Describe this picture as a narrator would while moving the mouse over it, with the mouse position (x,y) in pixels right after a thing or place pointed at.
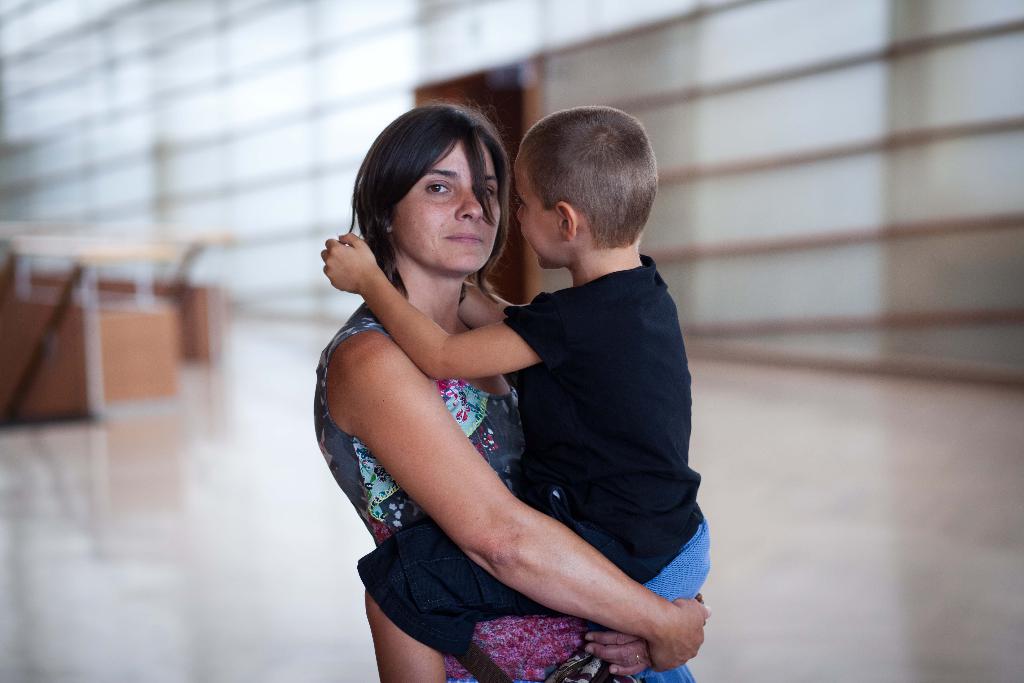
In the image we can see there is a woman (450,407) standing in the building (471,59) and she is carrying a kid (621,443). Behind the image is little blurry.
